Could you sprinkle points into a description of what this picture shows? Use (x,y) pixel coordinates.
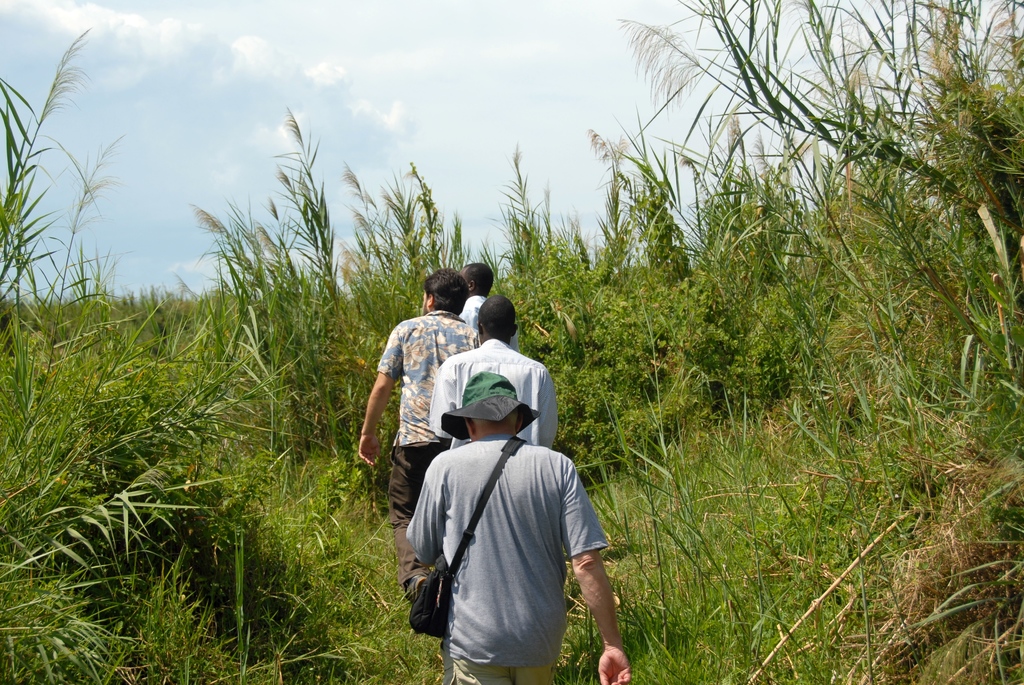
This picture describes about group of people (473,406), they are walking in the field (385,607), in this we can find the last person (517,535) wore a bag (456,560) and a cap (481,390), around them we can see few trees (275,372) and plants (749,486).
